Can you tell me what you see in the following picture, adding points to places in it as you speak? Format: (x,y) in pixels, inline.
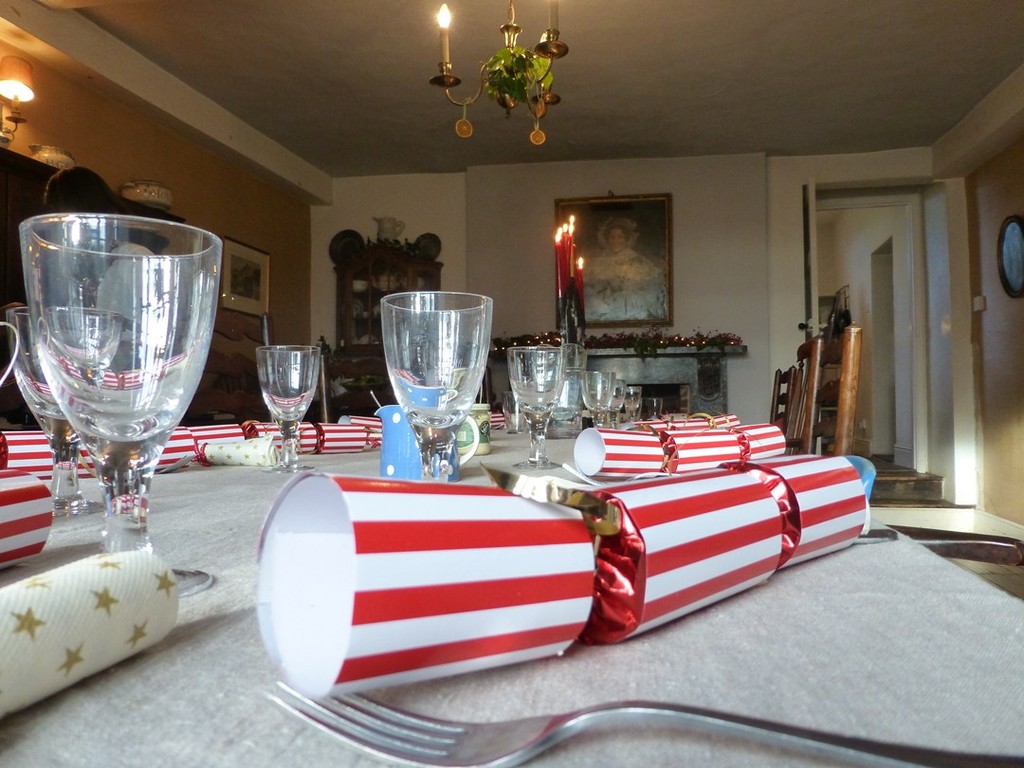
In this picture I can see there is a table (700,617), there are few objects (543,608), wine glasses (104,407), forks (416,754) and other items (475,446) placed on the table (184,517). There are photo frames (650,262) in the backdrop (577,256) and there are candles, lights (491,56) attached to the ceiling (569,27). There are a few chairs (802,420) at right side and there is a door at right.
